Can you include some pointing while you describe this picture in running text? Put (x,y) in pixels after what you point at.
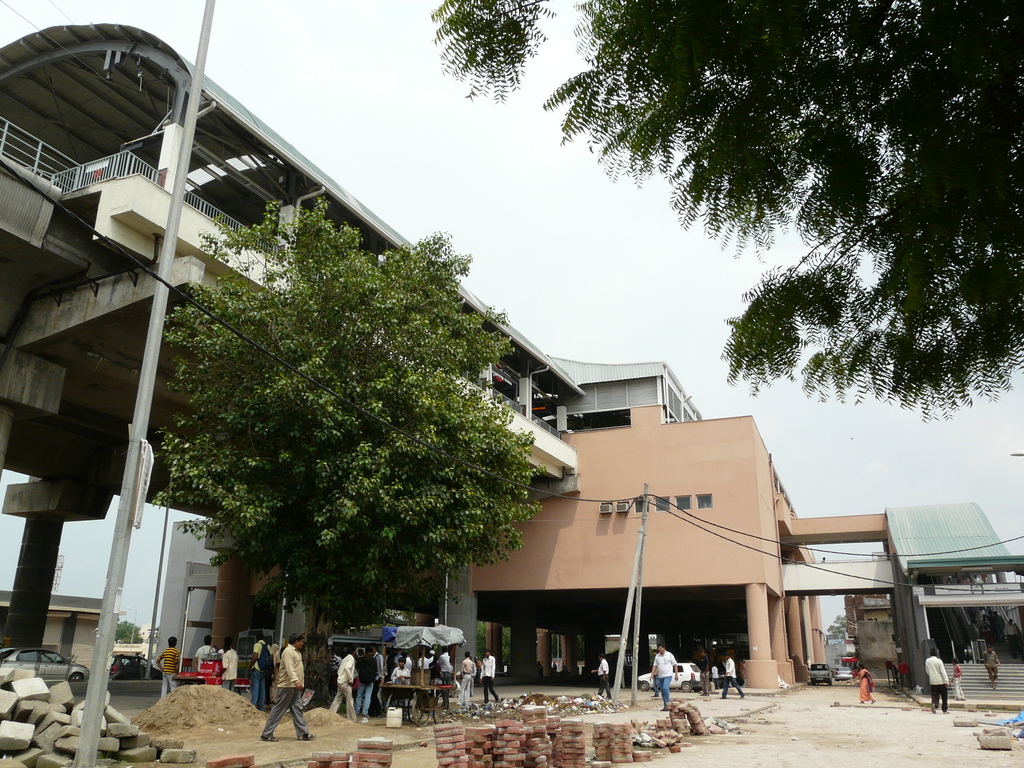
In this picture I can see the path (434,716) in front (137,749) on which there are number of stones (59,686), sand (218,715) and number of people (293,698). On the left side of this image (180,201) I can see a pole (158,324). In the background (282,477) I can see the buildings (587,574), few trees (369,490), few poles (635,631), wires (663,498) and the sky (222,10). I can also see few vehicles (146,663).
